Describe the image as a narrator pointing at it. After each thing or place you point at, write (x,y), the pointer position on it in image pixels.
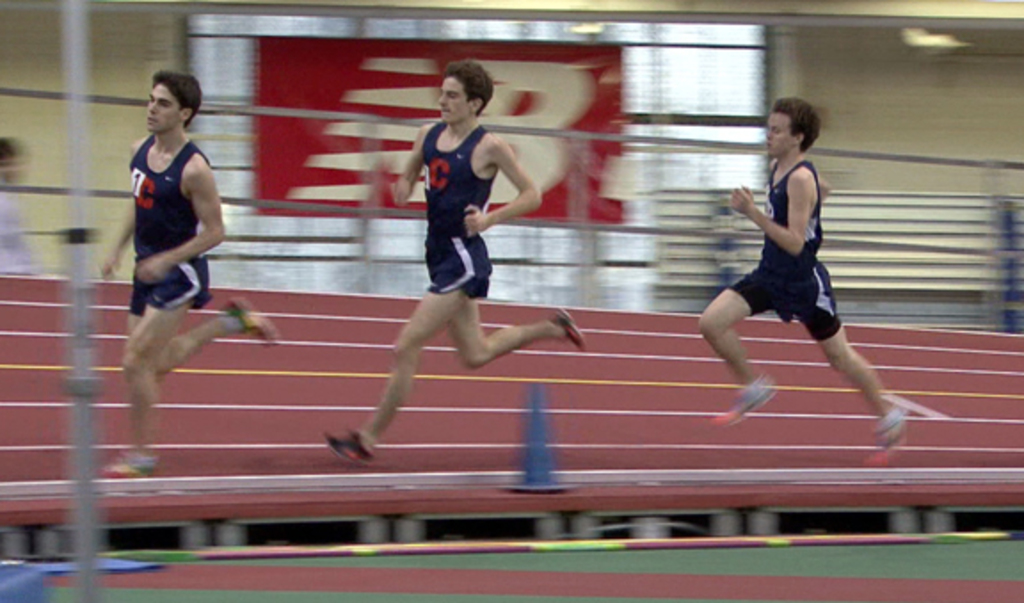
In this image, we can see people (494,360) running and in the background (291,65), there is a board (595,93) and a wall (841,118). In the center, we can see a divider cone (532,455) and on the left (83,364), there is a pole (85,403). At the bottom (601,507), there is ground (559,583).
